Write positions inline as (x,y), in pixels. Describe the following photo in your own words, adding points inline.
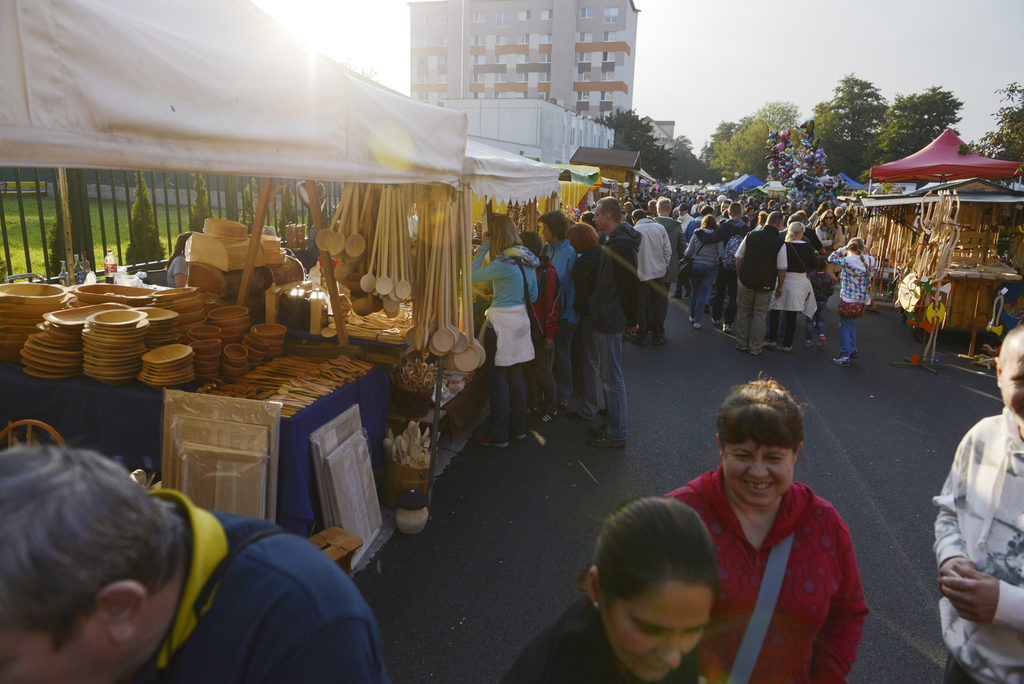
I can see groups of people (788,269) walking and few people (539,351) standing. These are the shops (584,162). I can see the canopy tents (937,151). Here is the building (561,61) with windows (588,77). These are the trees (830,126). I can see wooden plates (107,339), bowls (225,338), serving spoons (383,281) and few other things (240,386) under the tent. This looks like an iron grill (23,220). I think this is the market (936,169).
